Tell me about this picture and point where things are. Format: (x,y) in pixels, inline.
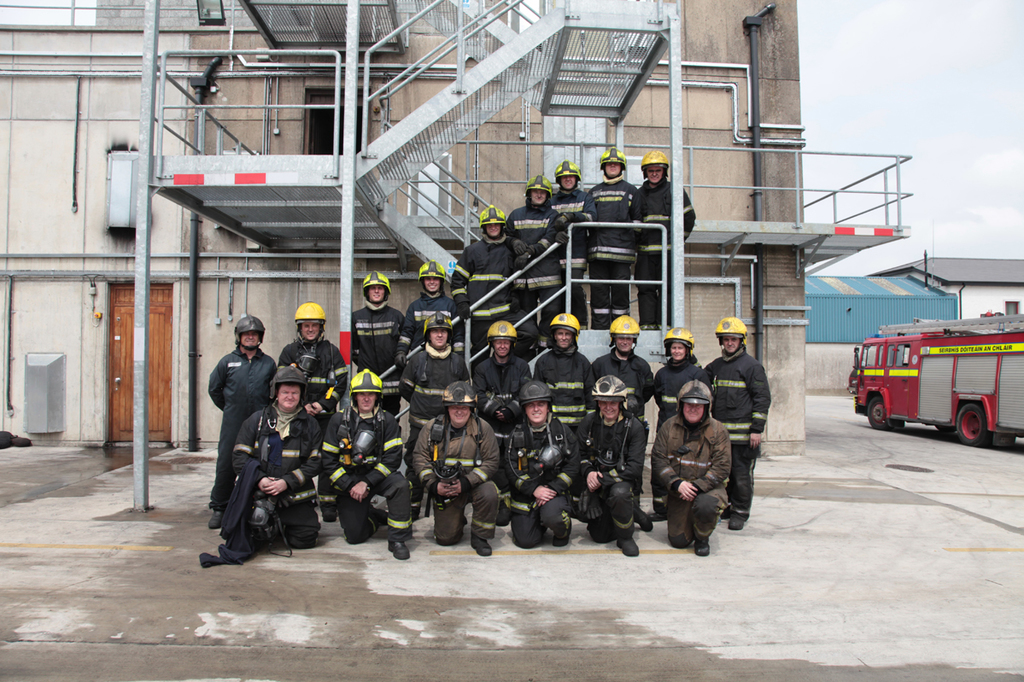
In the given picture, I can see a group of people (755,389), Who are in standing position and few (290,490) are on crouch/Kneel position and few men (466,283), Who are standing on staircase (485,297) and i can see a building (785,172) behind this group of people (263,391) after that i can see a door (130,332) which is locked and towards right (990,413) i can see a fire vehicle (953,387) which is parked.
